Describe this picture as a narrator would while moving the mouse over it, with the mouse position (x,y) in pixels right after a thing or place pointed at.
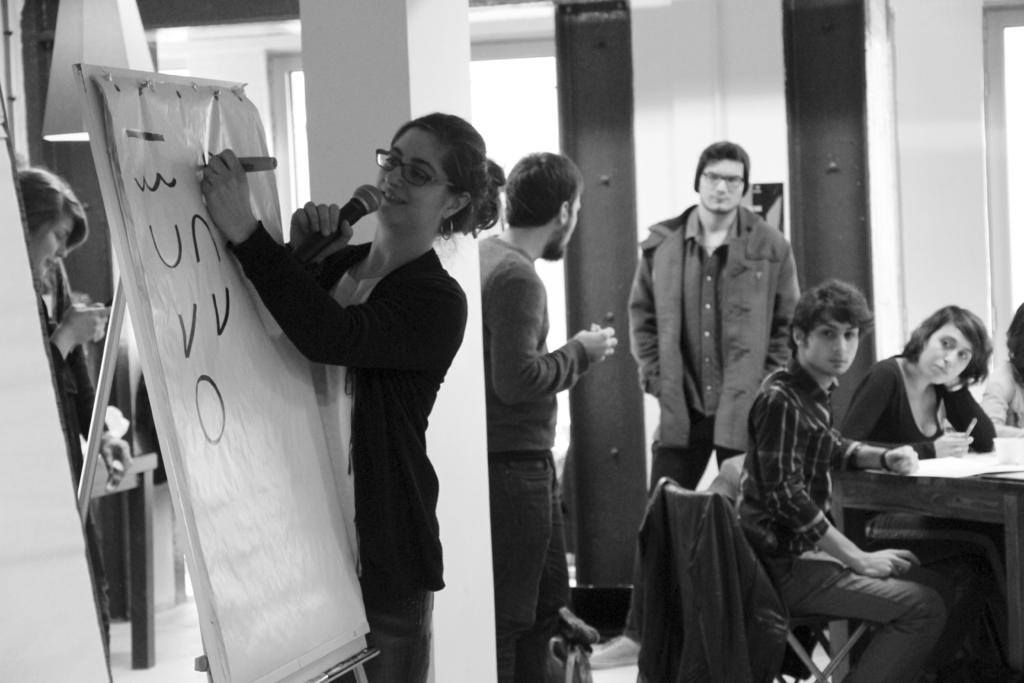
In this image I can see there are few persons (514,322) visible and I can see a woman (421,239) writing on a board (261,210), holding a mike (352,212) visible on the left side (323,241) and I can see another woman (32,211) on the left side (57,191) and I can see three persons (977,364) sitting on chairs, in front of the table (946,484) on the right side (764,489) and I can see beams (592,92) in the middle (569,431).
